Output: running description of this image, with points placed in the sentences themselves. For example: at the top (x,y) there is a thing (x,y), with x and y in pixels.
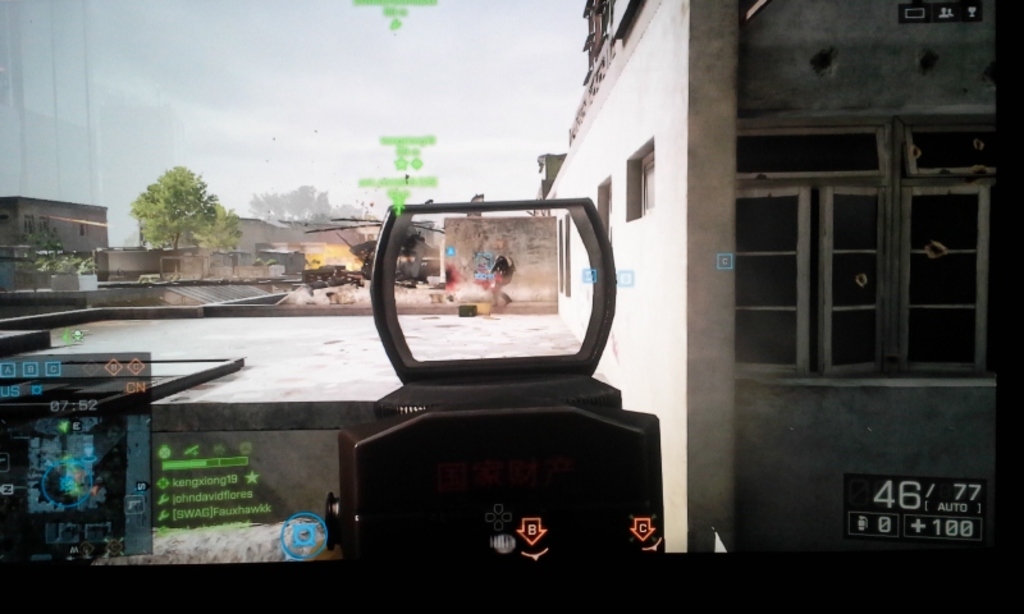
This is an animated picture. In the foreground (556,510) we can see numbers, text (59,407) and the top part of the gun (496,458). Towards right (783,155) there are buildings (570,195). On the left (141,220) there are buildings (244,223) and trees (220,235). In the middle of the picture (418,270) we can see buildings (524,270) and some explosions (346,253). At the top (242,80) it is sky (264,100).
